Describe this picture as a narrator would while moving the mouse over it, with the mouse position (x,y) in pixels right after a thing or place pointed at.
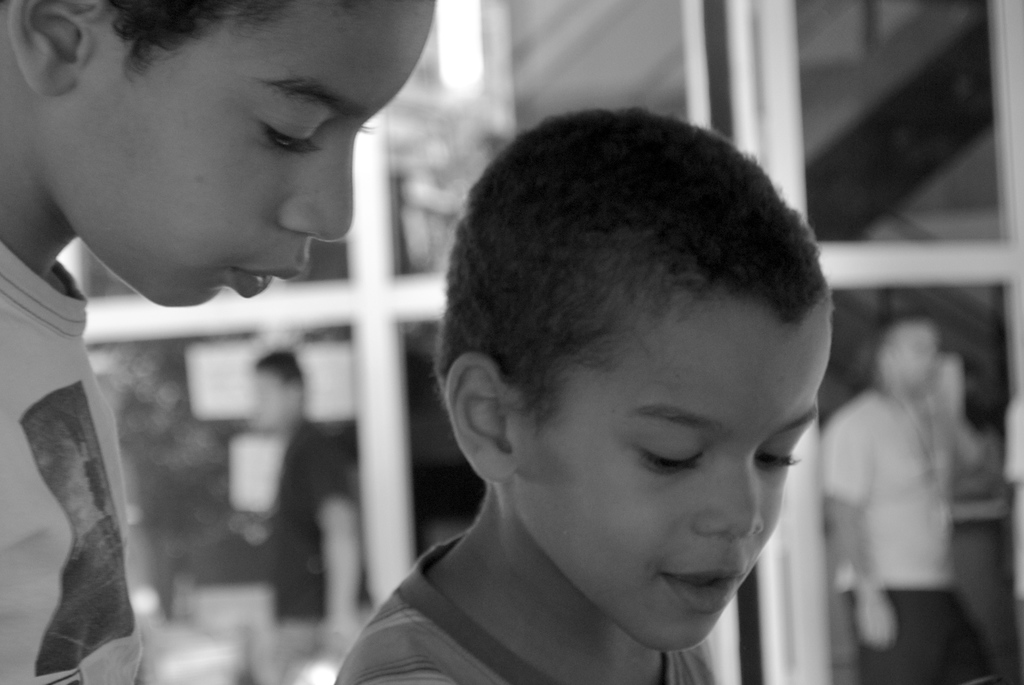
In this image we can see people (938,515). In the background (972,493) there is a glass door (412,238).
